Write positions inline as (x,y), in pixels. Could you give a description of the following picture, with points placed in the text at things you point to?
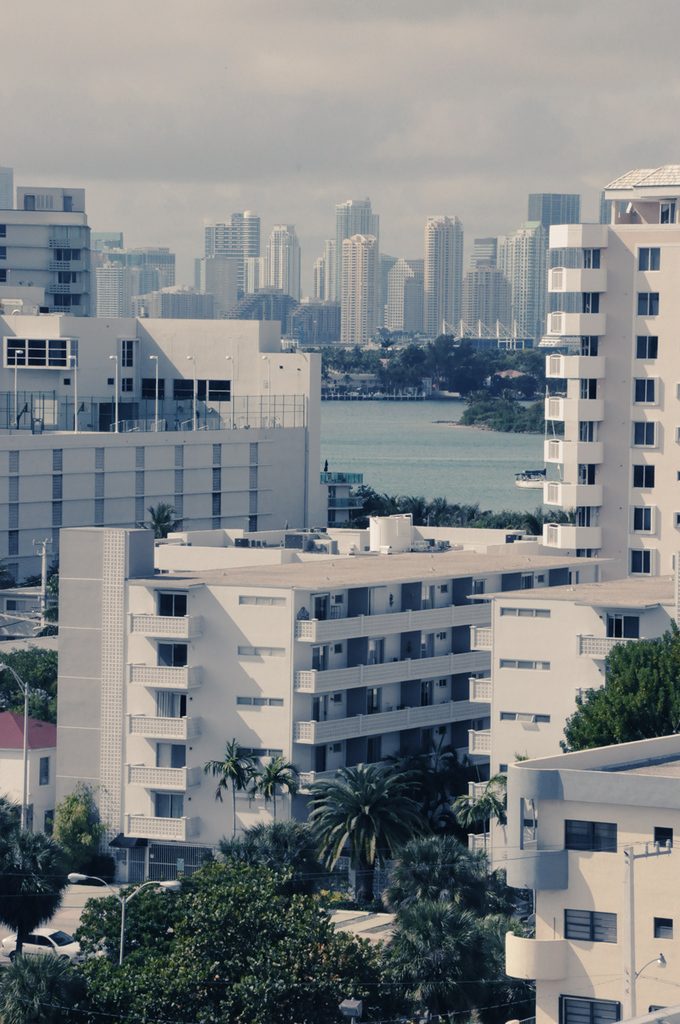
In this image, there are buildings (226,789), walls (286,759), balconies (595,289), windows (323,598), railings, trees (24,882), poles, street lights (122,931), vehicle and some objects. In the background (387,458), we can see water (387,467), boat (526,482), buildings (469,317), trees (334,358) and the sky (327,146).
